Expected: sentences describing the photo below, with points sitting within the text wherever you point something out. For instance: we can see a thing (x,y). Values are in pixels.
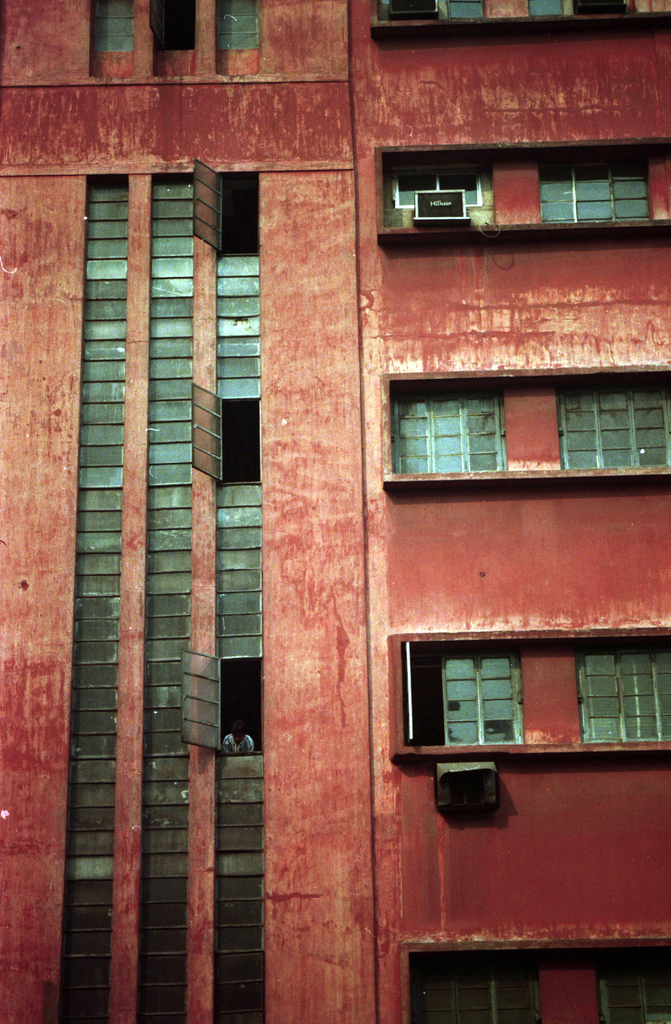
A picture of a red building (668,667). To this building (72,796) there are glass windows (413,440).
